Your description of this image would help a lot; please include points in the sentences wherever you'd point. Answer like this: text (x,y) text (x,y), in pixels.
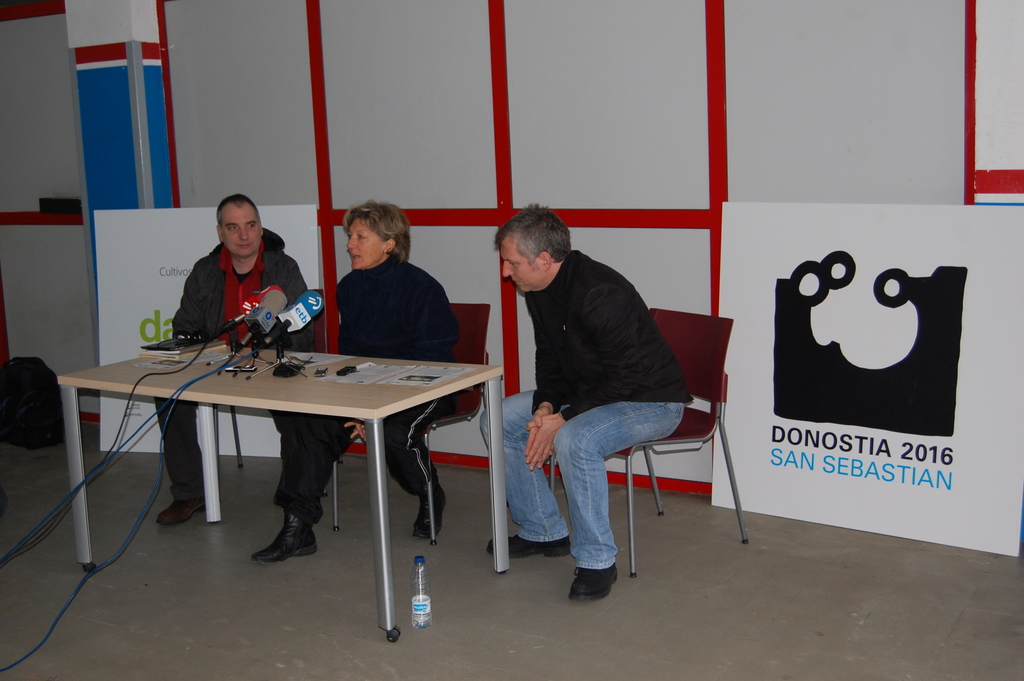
3 people (582,417) are sitting on the red chair (461,353). the person (436,344) at the center (384,339) is speaking. in front of them there is a table (370,402) on which there are papers (360,373), microphones (267,336). on the floor (454,625) there is a bottle (424,612). behind them there is a red and white wall (476,104). at the right (928,486) there is a board (753,481) on which donostia 2016 is written.
